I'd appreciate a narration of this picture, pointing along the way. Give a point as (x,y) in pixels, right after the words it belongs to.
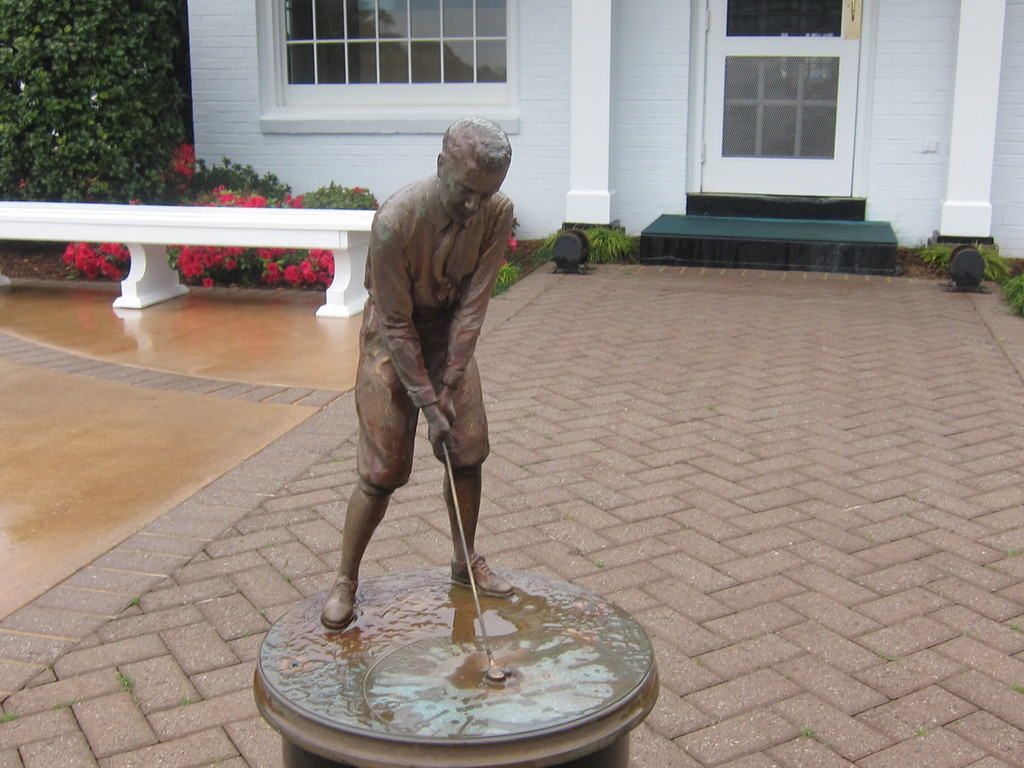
In this picture we can see a statue (374,364) of a man (461,416) and holding a stick (458,521). Behind the statue (416,286) there are plants (179,203), trees (93,40) and a building (581,70) with a door (766,62) and a glass window (391,80).
